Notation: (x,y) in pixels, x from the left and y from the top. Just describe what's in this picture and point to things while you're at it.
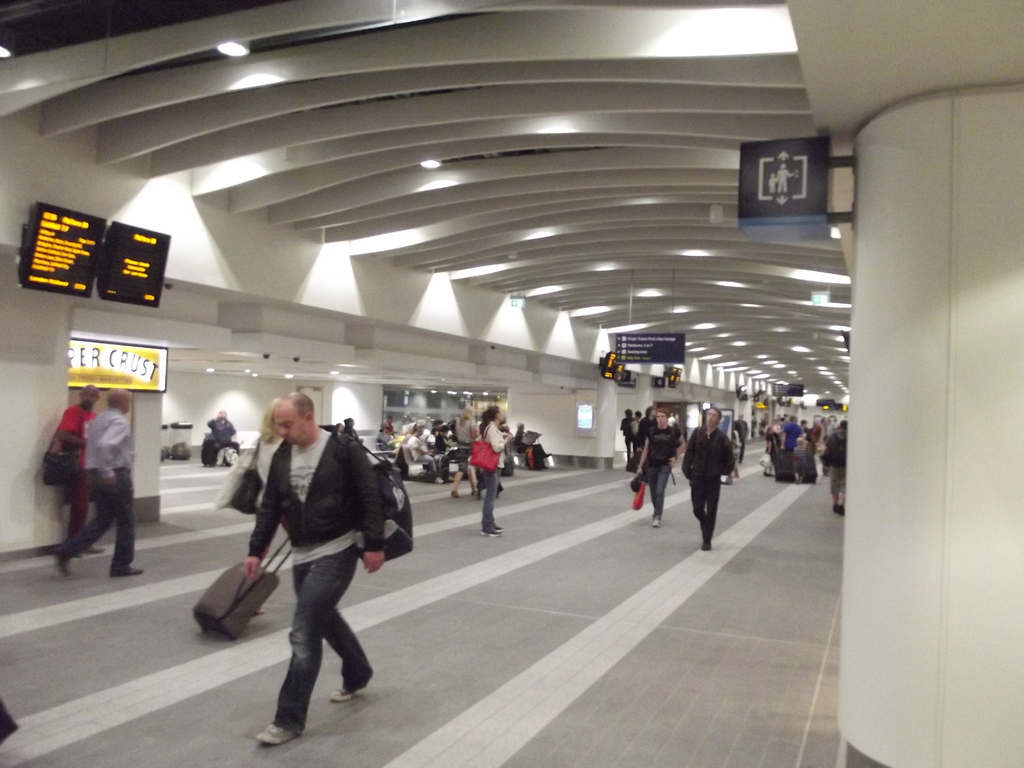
In the picture we can see inside view of the airport (824,590) with some people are walking with bags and luggage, and to the wall (51,510) we can see the screens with some information and opposite to it, we can see a part of the pillar (859,214) with a small board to it and to the ceiling (459,237) we can see the lights (601,267).
